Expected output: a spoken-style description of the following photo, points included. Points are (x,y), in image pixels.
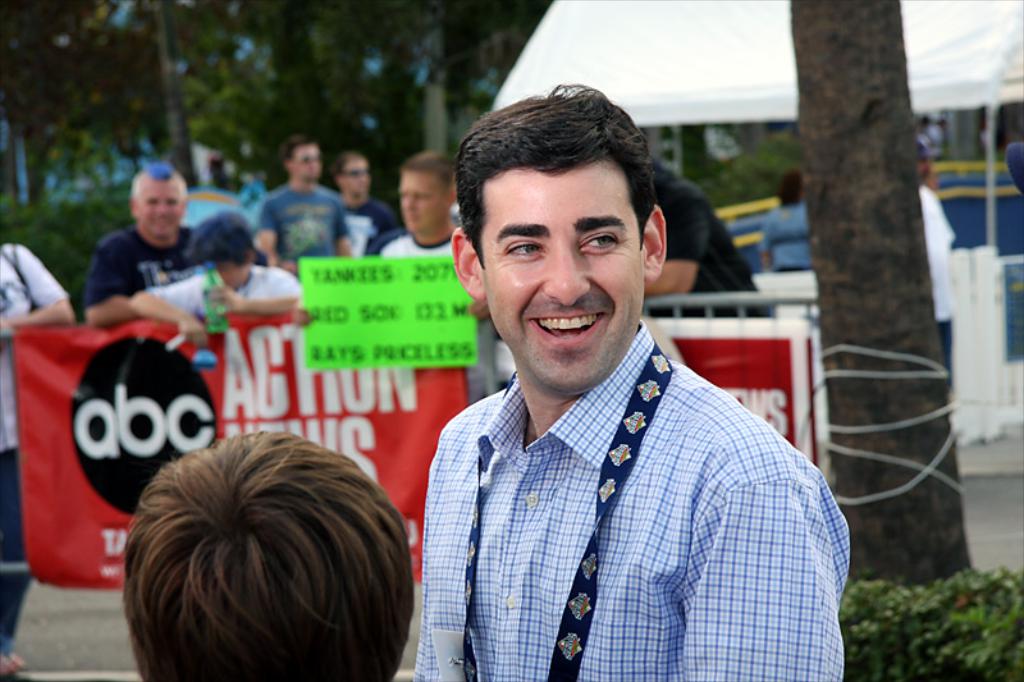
In this image I can see a person (596,380) standing and smiling. Back I can see few people (230,268) and one person (230,287) is holding bottle (212,306). I can see red banner (354,381) and green board (356,294). I can see trees (381,78) and white tent (675,47).
